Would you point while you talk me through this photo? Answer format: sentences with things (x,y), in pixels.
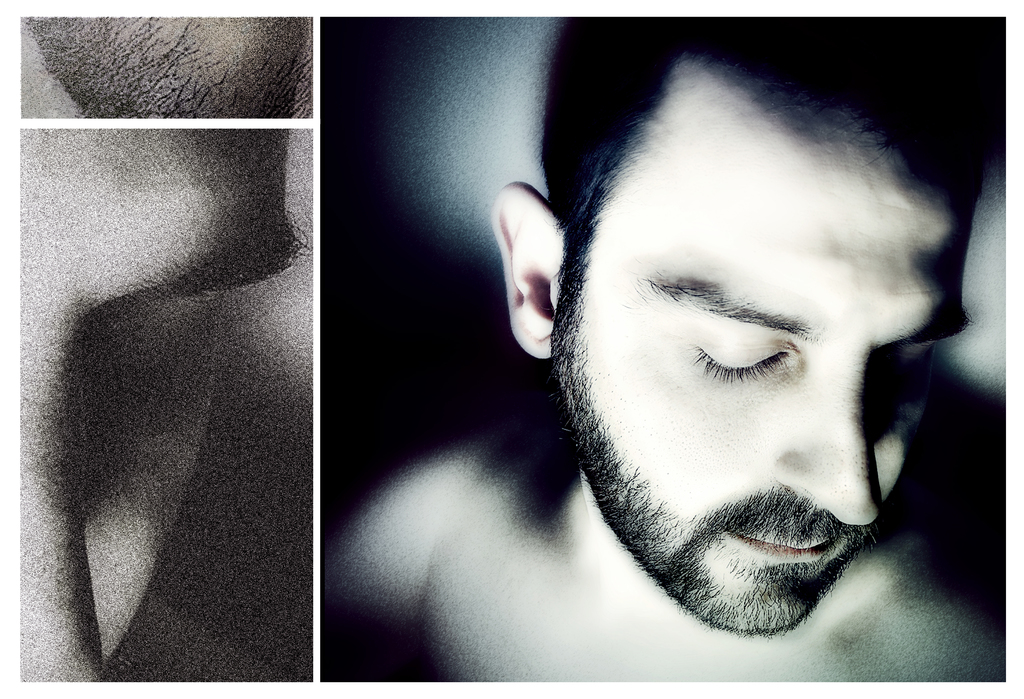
This is a collage picture. I can see the picture of a man (600,667) in one picture. On the left side of the image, It looks like a beard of the man (84,546).
